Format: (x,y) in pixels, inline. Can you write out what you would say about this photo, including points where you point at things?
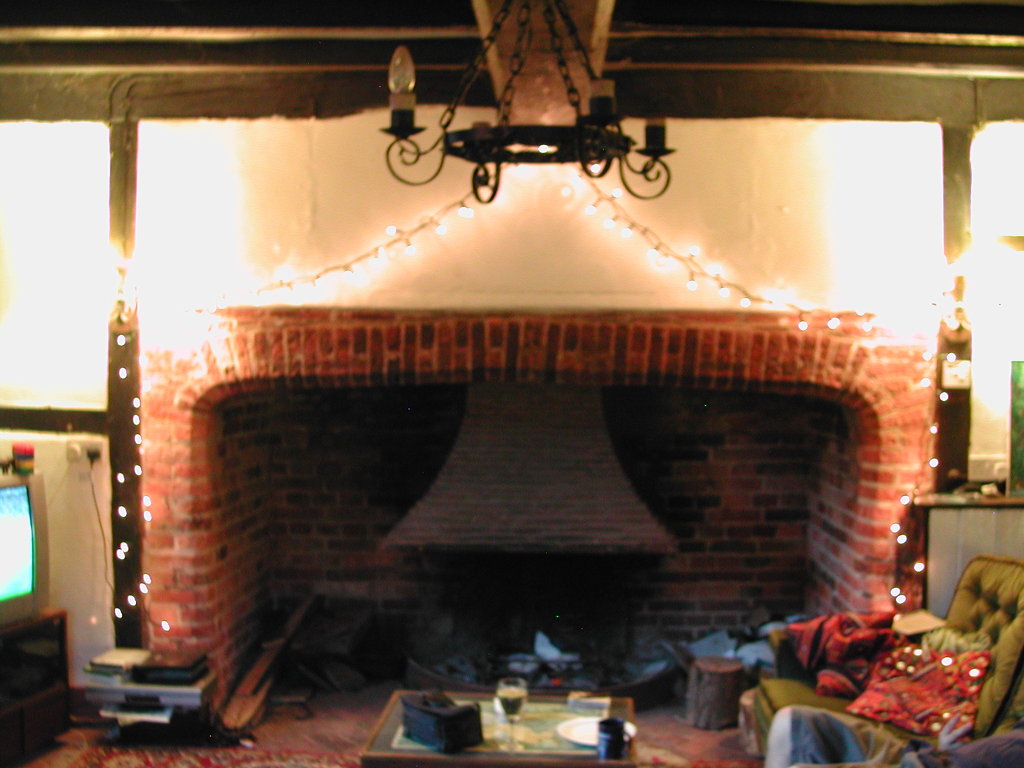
On the left (13,537) there is an object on a TV (0,523) on the platform (48,659) and beside it there are books (164,668) on the floor (90,739) and on the right side (815,641) we can see pillows (822,652) and a truncated person (831,738) on the sofa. In the middle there is a glass (507,706), plate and other objects (466,723) on a platform (500,760). In the background (464,208) we can see decorative lights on the wall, wooden pieces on the floor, a candle light stand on the roof top (1021,13) and other objects (548,505).
